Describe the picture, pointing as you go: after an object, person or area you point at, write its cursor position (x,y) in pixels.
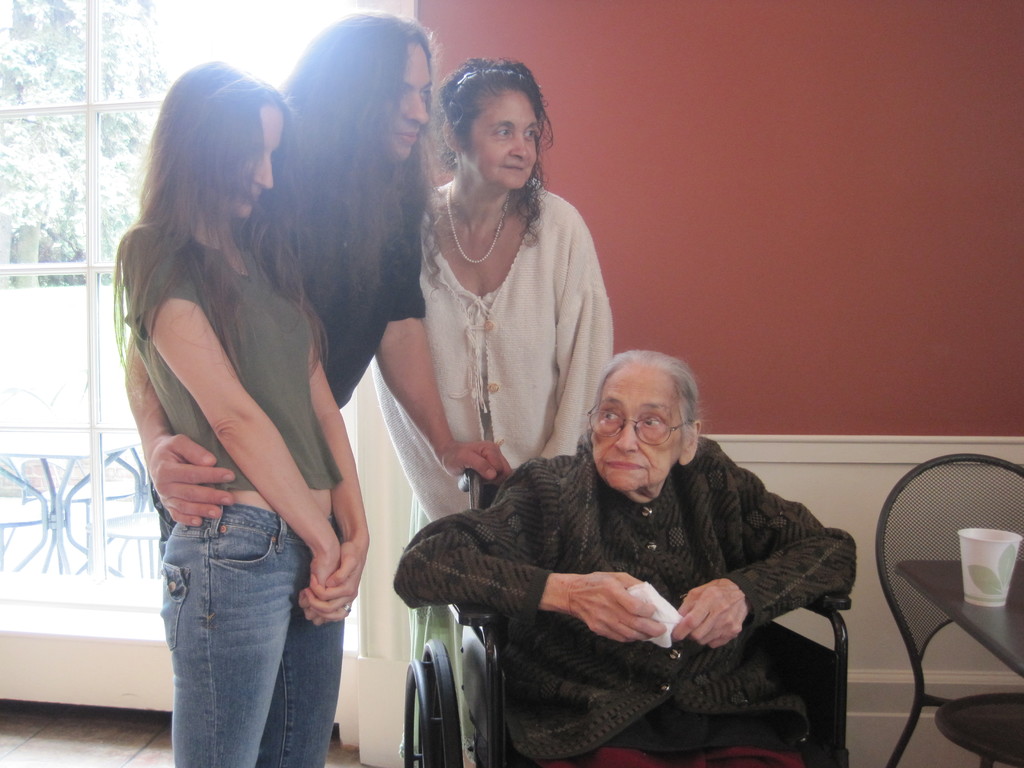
In this image there are four women's (697,537). Out of which three women's (544,121) are standing and one person (555,647) is sitting on the wheelchair (810,694). In front of that a table (950,599) is there on which cup (989,586) is kept. The background walls (915,365) are red in color and white in color. And door (56,231) visible, through it trees (61,173) are visible. This image is taken inside a house (695,187).
